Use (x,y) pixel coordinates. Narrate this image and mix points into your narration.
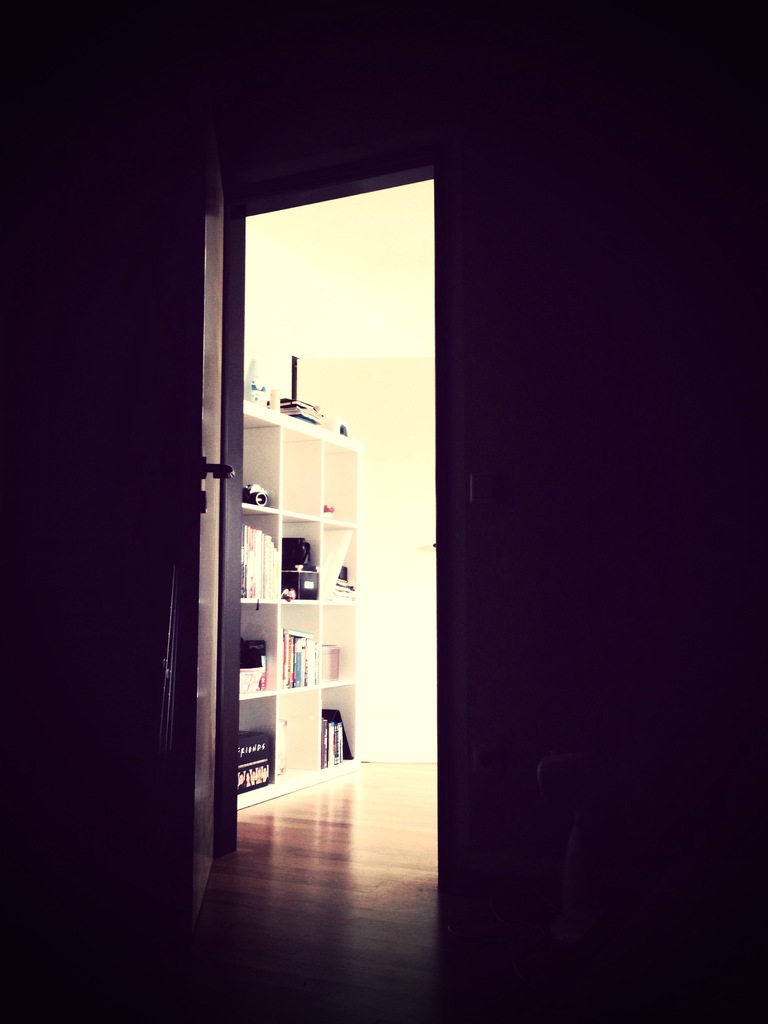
In this image we can see the door (191,364). And we can see some objects (259,737) in the racks (298,616). And we can see the wall (337,367).
